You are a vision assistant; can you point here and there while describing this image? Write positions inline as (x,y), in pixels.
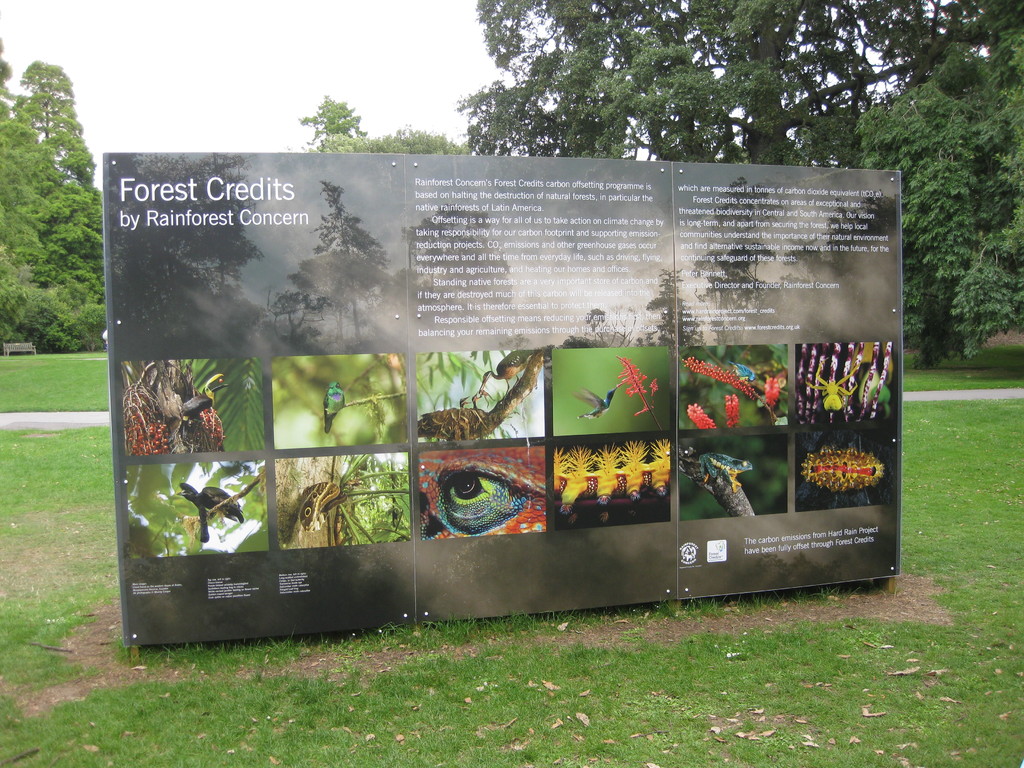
In this image there is a board (633,312) with text (618,294) and images (369,437) placed on the grass (476,649). In the background (826,53) we can see trees (628,101). Sky (241,88) is also visible.
